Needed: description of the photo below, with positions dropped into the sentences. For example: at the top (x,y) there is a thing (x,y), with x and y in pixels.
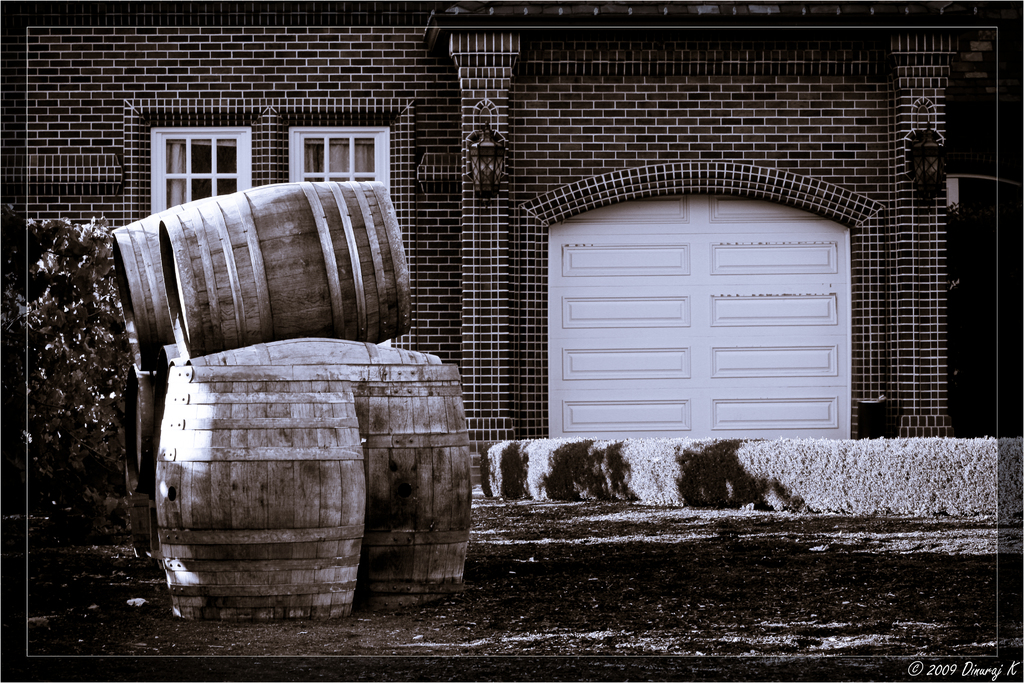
In this image I can see few barrels (152,422) and plant (72,330). In the background (398,178) I can see the building (427,297) with windows (220,155).
